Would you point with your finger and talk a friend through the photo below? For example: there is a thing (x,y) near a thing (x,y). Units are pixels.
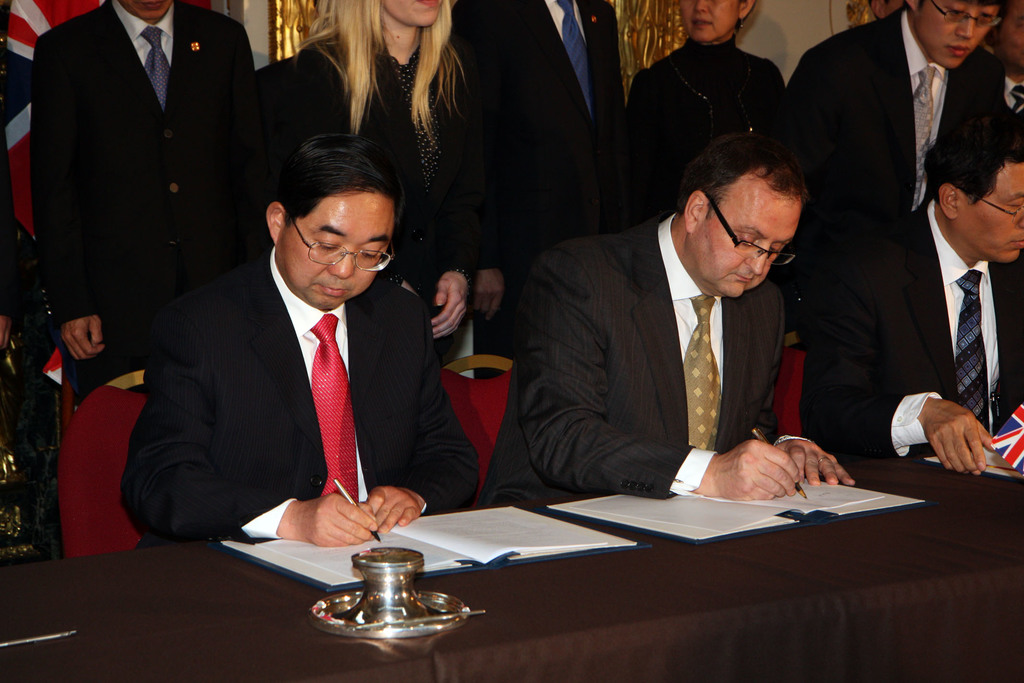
In this image we can see a few people (618,313) are sitting on the chairs (108,460), behind there are a few people (127,129) standing, few objects (327,606) on the table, flag (66,14) in the background (25,137).
